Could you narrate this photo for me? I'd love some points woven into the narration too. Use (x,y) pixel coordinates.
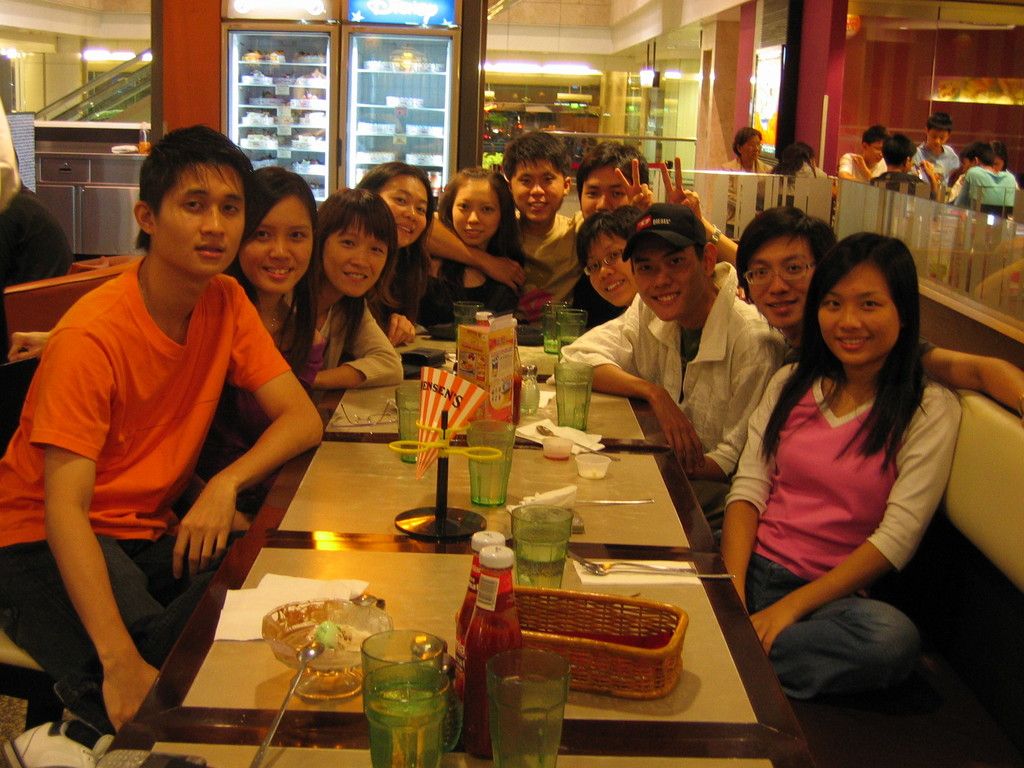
In this picture there are group of people (430,271) sitting and smiling. There are glass (467,312), bowls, spoons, bottles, tissues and there is a box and basket (529,666) on the table (596,761). At the back (558,131) there are group of people (947,133) sitting and there are refrigerators (308,30) and there are objects (61,181). At the top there are lights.
